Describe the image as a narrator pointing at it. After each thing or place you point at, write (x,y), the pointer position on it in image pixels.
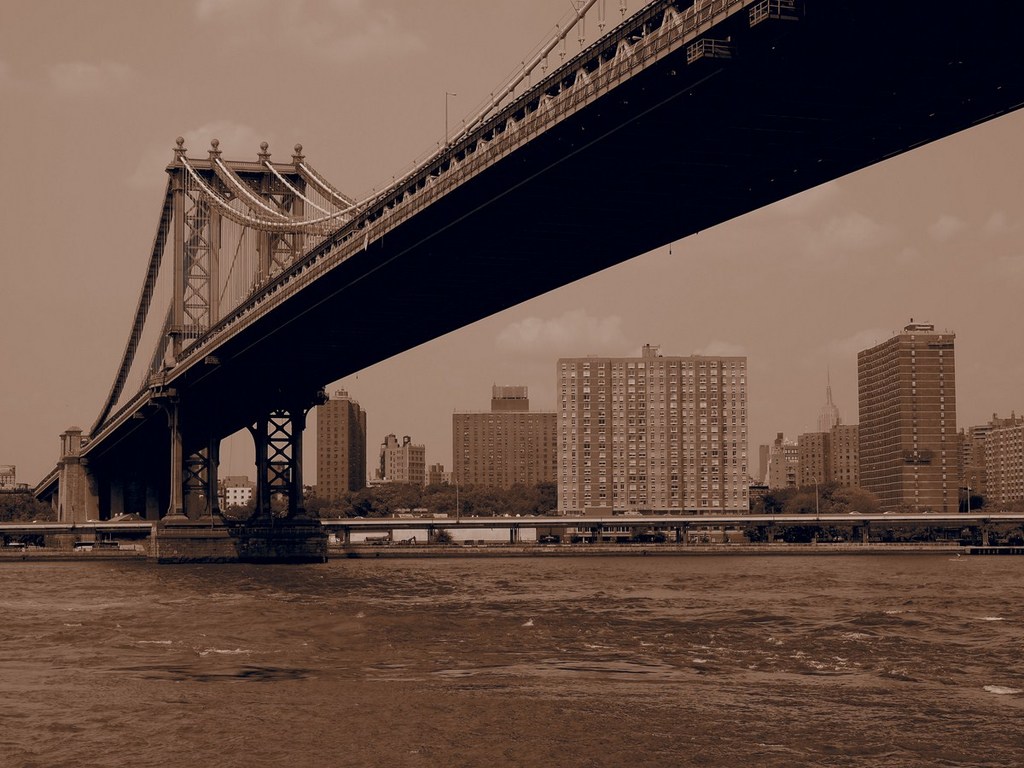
In this image there is a lake (529,674) at bottom of this image (442,681) and there is a bridge (268,245) at top of this image (521,128). There is one flyover (501,524) at bottom of this image (1003,531) and there are some trees (440,486) in the background (500,504) and there are some building (421,468) in middle of this image (660,497) and there is a sky (636,303) at top of this image (323,108).
